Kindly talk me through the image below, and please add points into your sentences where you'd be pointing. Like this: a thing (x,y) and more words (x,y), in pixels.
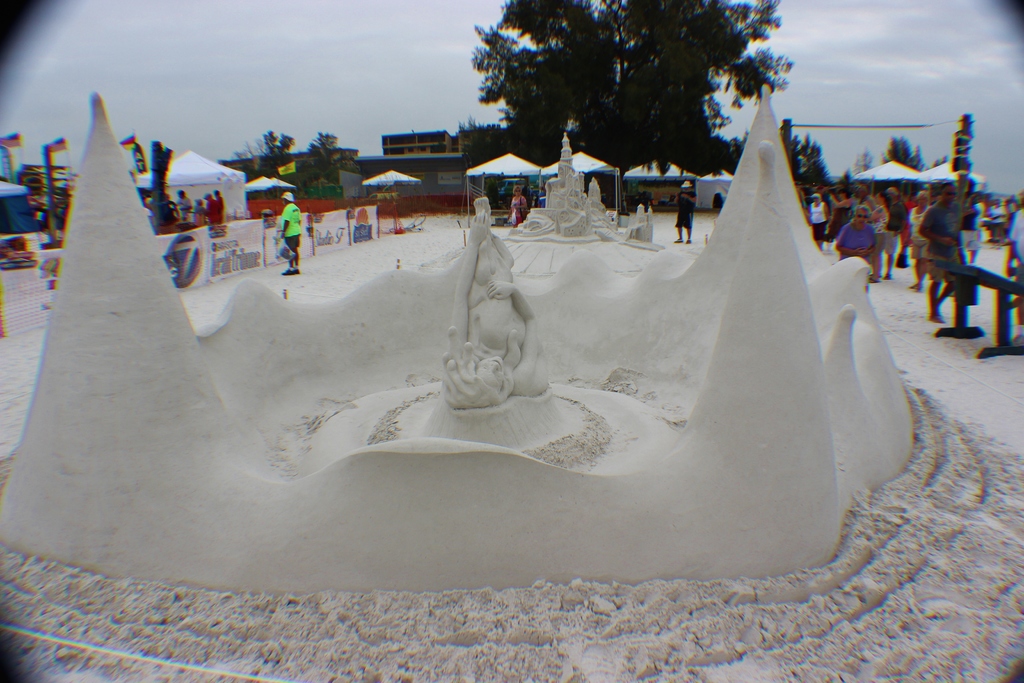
In this picture, we can see sand sculptures (496,283) and behind the sand sculpture (577,276) there are groups of people (937,275) on the path (922,283), stalls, trees (511,142), houses (408,137) and a cloudy sky (280,74).
